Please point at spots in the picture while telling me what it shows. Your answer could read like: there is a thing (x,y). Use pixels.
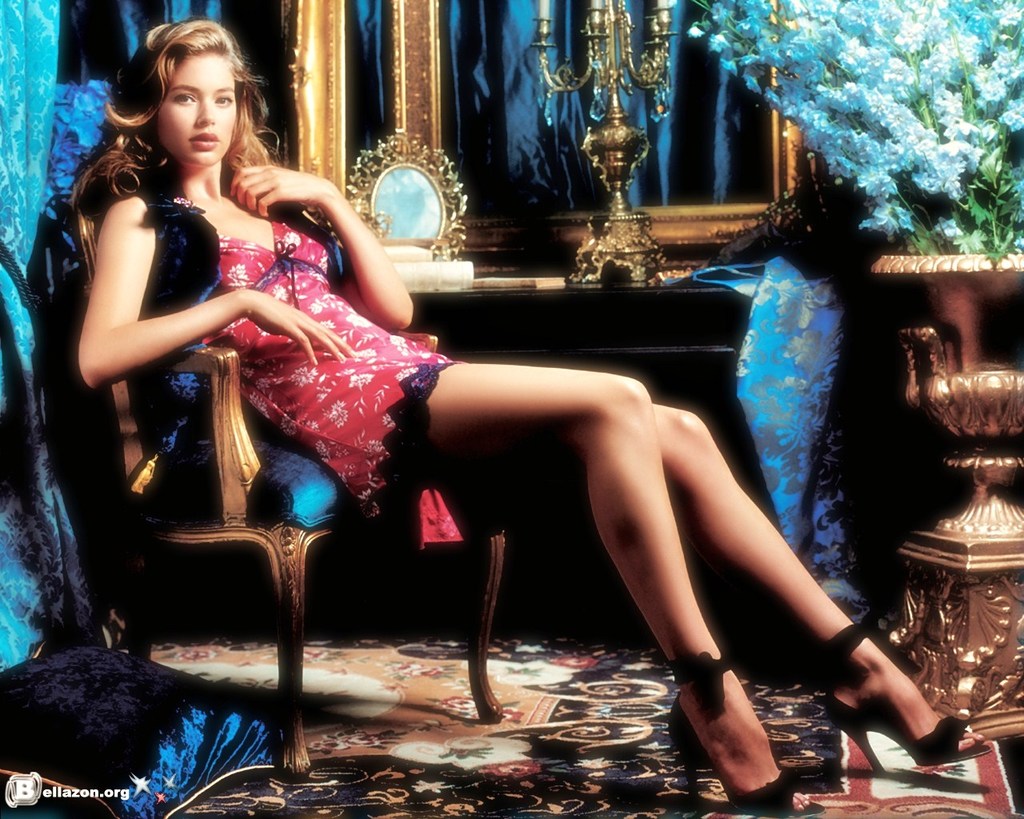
In this picture we can see a woman (317,367) is sitting on a chair (219,466) and behind the woman (356,464) there is a cabinet (511,315) and on the cabinet (478,303) there is a mirror (391,197) and other things (630,156). On the right side of the woman (254,389) there is a decorative plant (937,218).
